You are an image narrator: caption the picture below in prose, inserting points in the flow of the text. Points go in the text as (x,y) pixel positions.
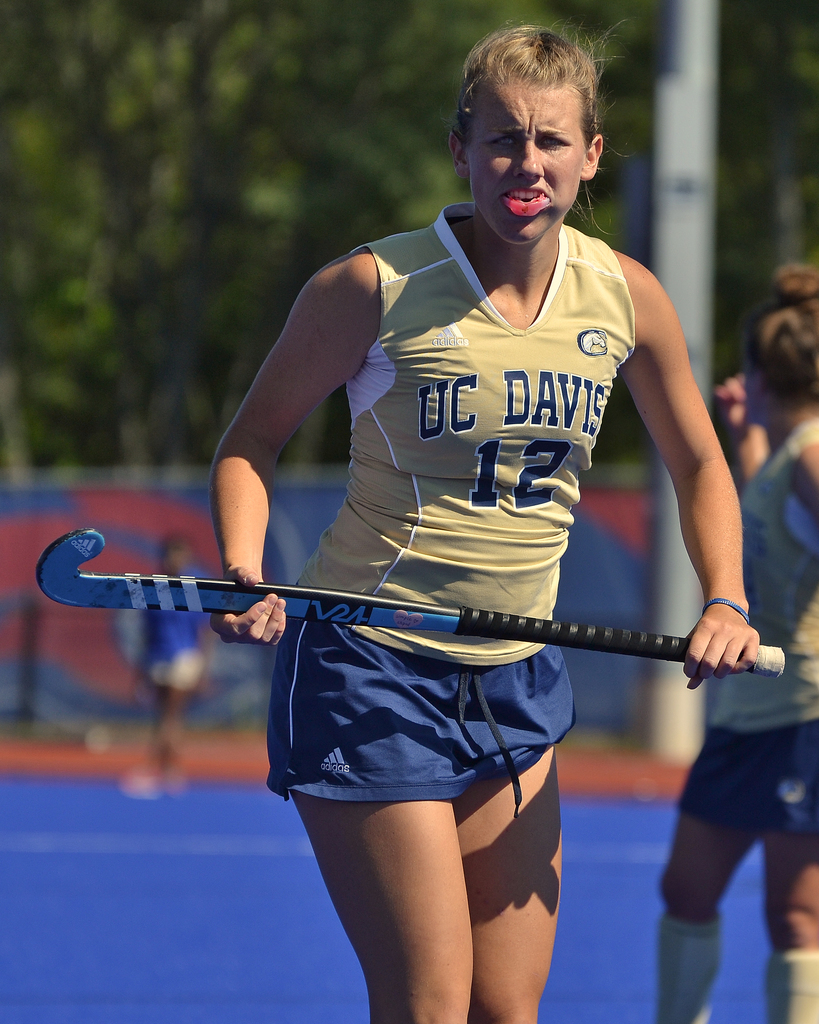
In this image, we can see a few people (408,643). Among them, we can see a person (463,960) holding an object (186,605). We can see the ground (135,930) and the blurred background (464,30).
